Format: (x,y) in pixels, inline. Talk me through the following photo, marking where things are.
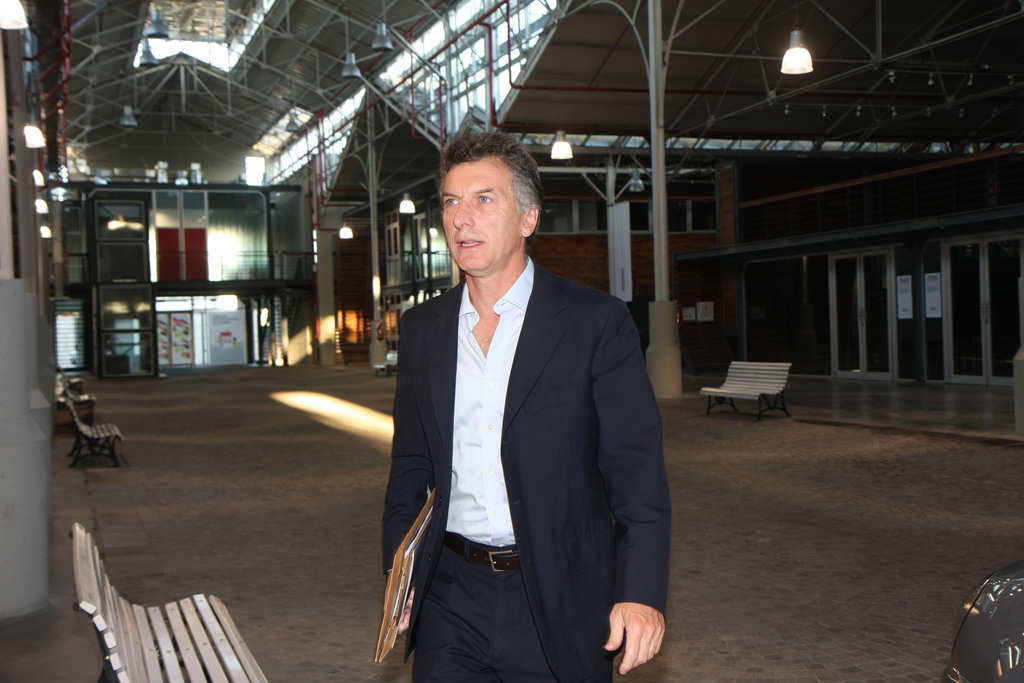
In this image I see a man (430,680) who is wearing a suit (411,456) and holding some files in his hands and I see few benches (229,668) on the path (721,409). In the background (666,389) I see the lights (38,186) and the sheds (246,16).
